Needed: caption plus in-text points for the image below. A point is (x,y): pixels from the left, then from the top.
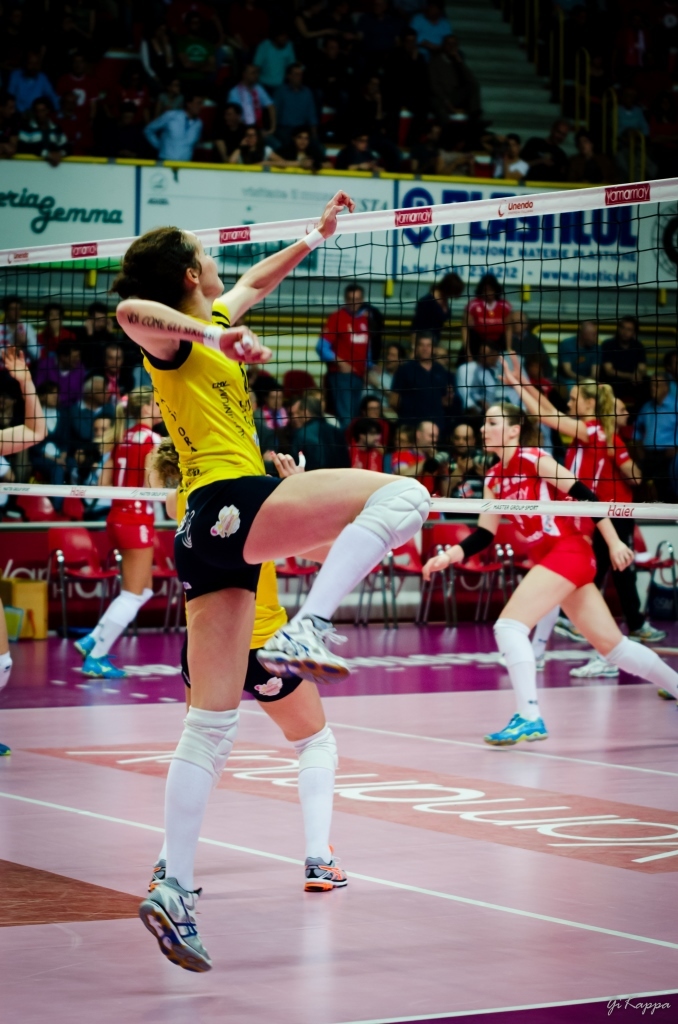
In the middle of the image (391,517) a person (205,967) is jumping. In front of her there is net (239,232). Behind the net (21,458) few people (653,679) are standing and sitting in the stadium (220,52).
